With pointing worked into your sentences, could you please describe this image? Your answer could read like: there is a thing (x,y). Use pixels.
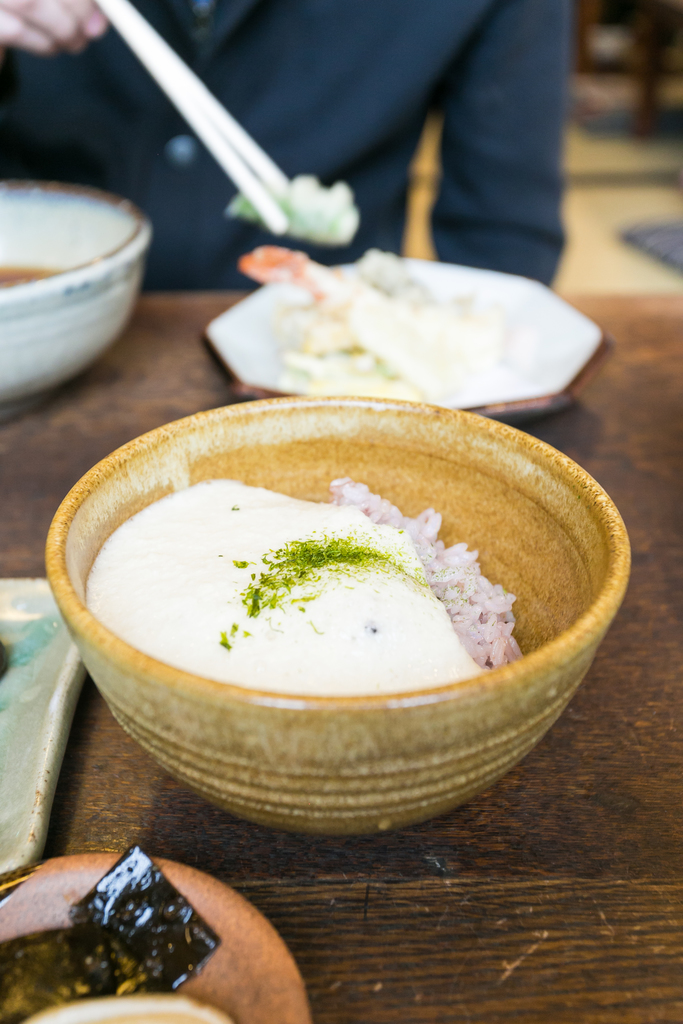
In this image there is a wooden table (630,780). There are bowls (84,218) on the wooden table (418,945). There is food (287,537) in the bowls (44,195). In the background (330,94) there is a person (333,83). In the top left (54,14) there are fingers (63,19) of a person (69,32) holding chopsticks (222,160).
